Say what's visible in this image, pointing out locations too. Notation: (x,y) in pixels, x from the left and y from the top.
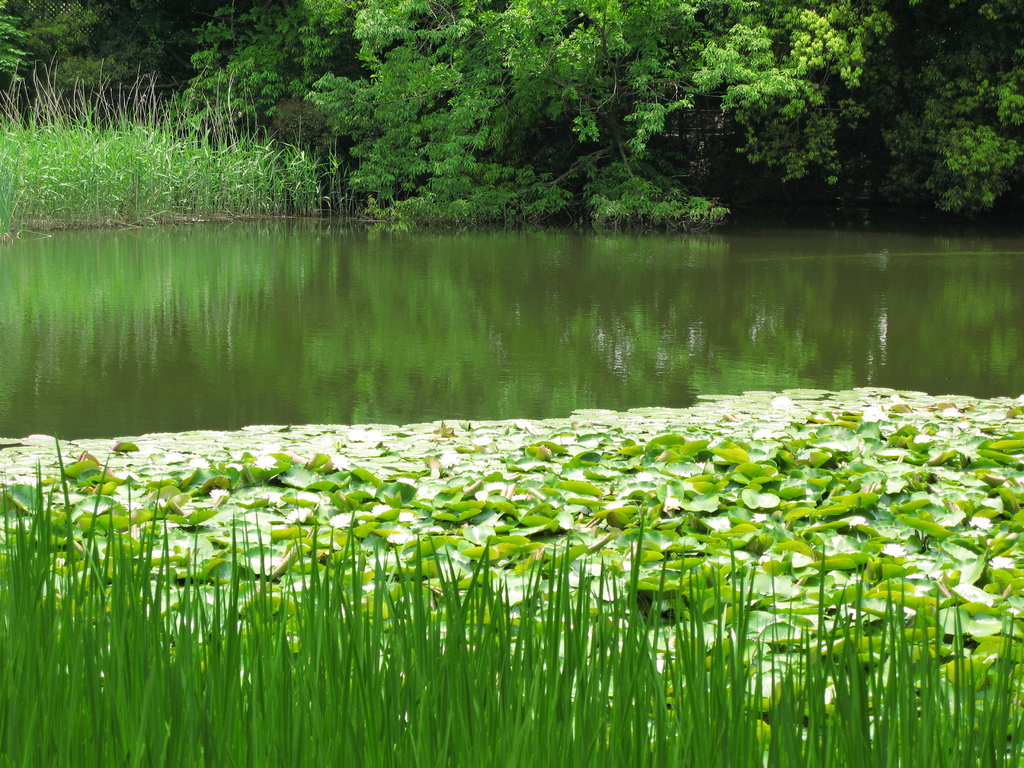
At the bottom of the image (384,663) there is grass (171,647), lotus leaves (214,504). In the background of the image (589,78) there are trees (630,54) and water (522,258).
